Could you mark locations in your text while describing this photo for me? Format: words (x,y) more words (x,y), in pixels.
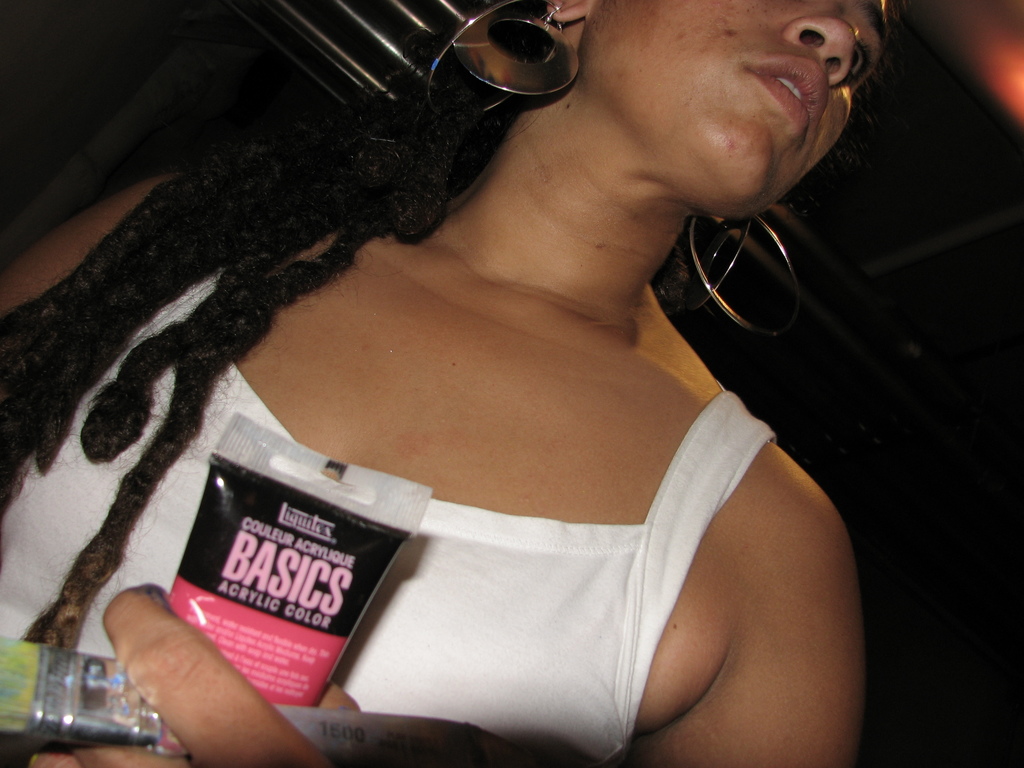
In this picture we can see a woman (603,564) holding a tube (305,590) and a brush (389,722) in her hand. There is an orange light (1007,83) in the top right (994,89).
